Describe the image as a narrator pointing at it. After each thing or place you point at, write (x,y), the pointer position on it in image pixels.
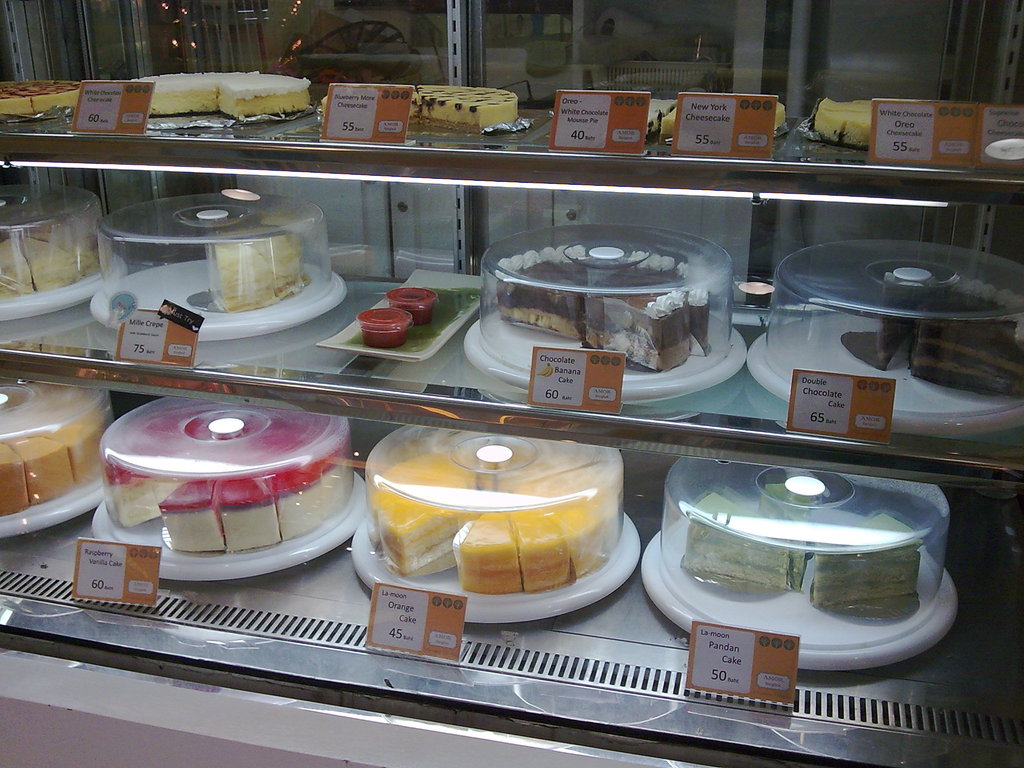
In this image in the center (363,469) there is one glass box (284,584), in that box (359,244) there are some cakes (863,607) and pastries (587,570) and some boards (141,125). On the boards (145,568) there is some text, and in the background (608,52) there is a glass door (391,35).
